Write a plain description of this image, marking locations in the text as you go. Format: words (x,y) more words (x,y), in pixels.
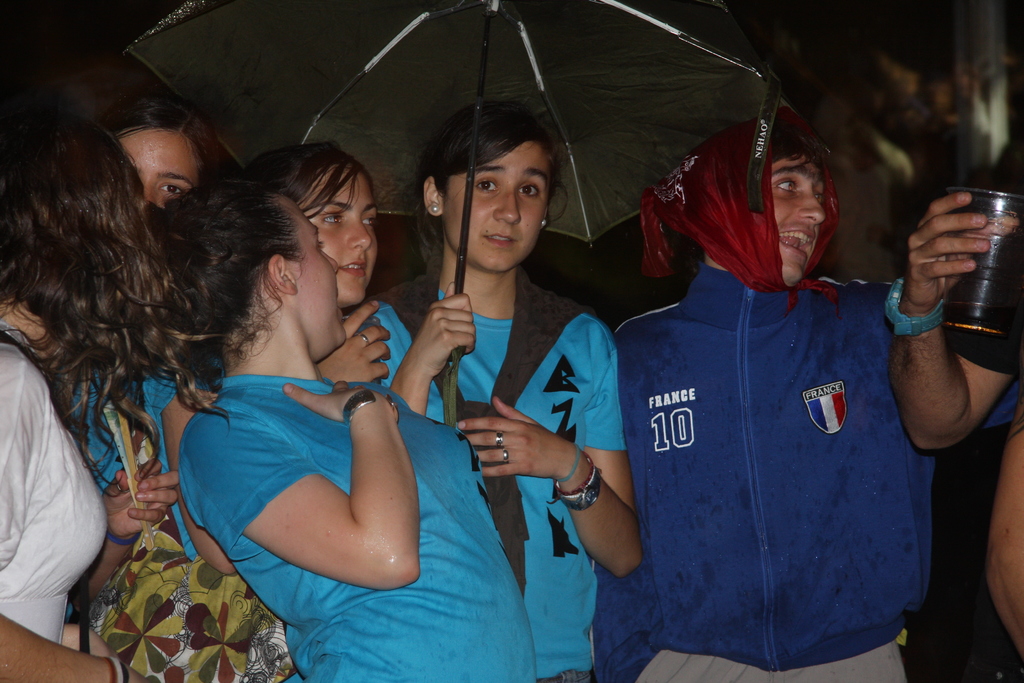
In this image we can see some people (958,252) standing, some people (184,428) holding some objects (983,257) and one woman (458,344) holding one umbrella (465,96).
